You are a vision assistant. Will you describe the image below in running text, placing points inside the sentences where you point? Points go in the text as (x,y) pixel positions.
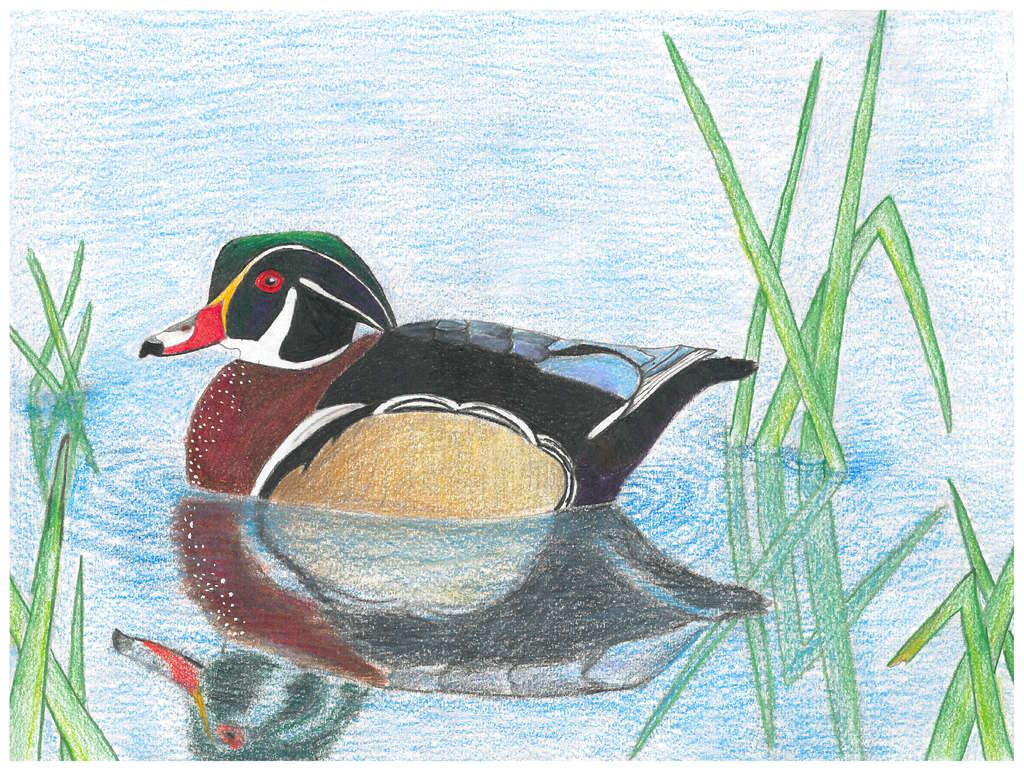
In this image, there is a picture, in that picture is water (769,663) and there is a black color duck (539,407) on the water (453,608), there is green color grass (817,384) in the water (148,670).
